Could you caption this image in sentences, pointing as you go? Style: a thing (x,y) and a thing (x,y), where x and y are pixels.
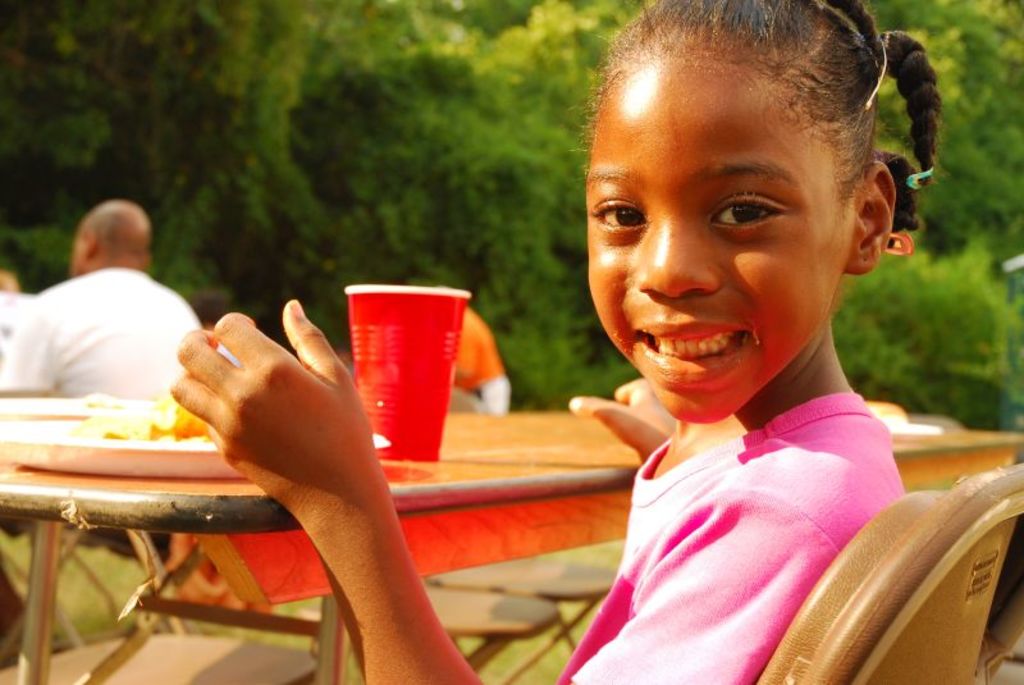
I can see in this image a girl (698,339) sitting on a chair (874,604) in front of a table (518,525) and some other people (94,300) are sitting on a chair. On the table (247,511) we have a cup (374,379), plate (201,445) and other objects (192,427) on it. The girl (729,396) is wearing a pink top (742,502) and smiling.
